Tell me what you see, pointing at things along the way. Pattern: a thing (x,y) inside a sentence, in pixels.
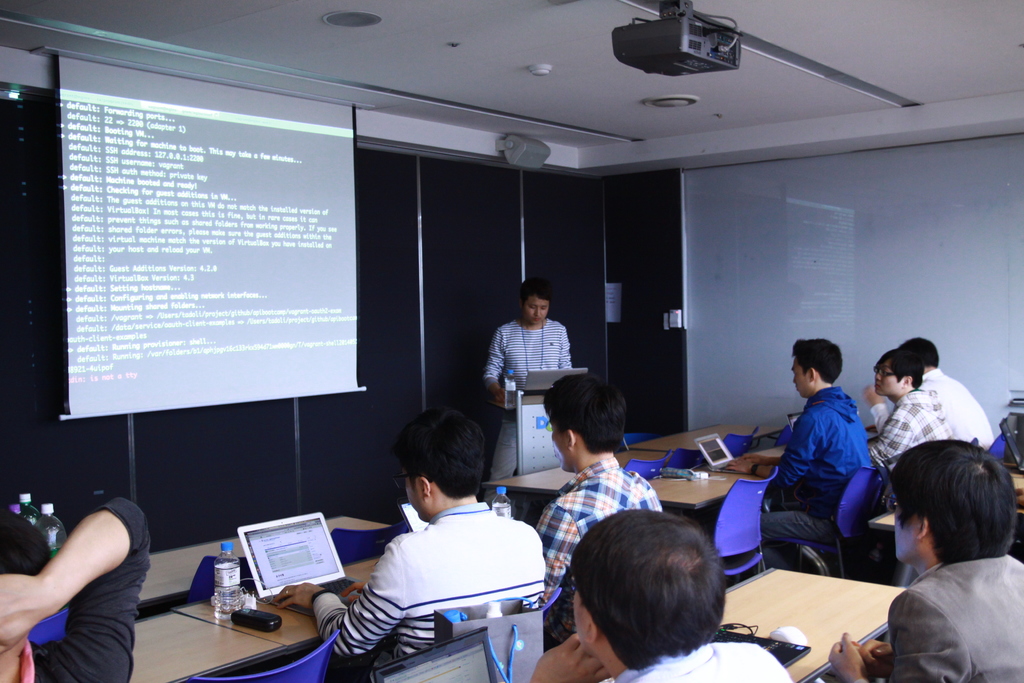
In this image at the bottom (577,610) there are group of people (671,610) who are sitting and also there are some tables (774,587), on the tables (789,600) there are some bottles (229,603), laptops (280,580) and some other objects (498,634). And on the left side (269,208) there is one screen (208,298), and in the background (502,355) there is another person (525,363) who is standing and there is a laptop (541,381) in front of him at the top (649,70) there is ceiling (625,103) and projector (647,60).
